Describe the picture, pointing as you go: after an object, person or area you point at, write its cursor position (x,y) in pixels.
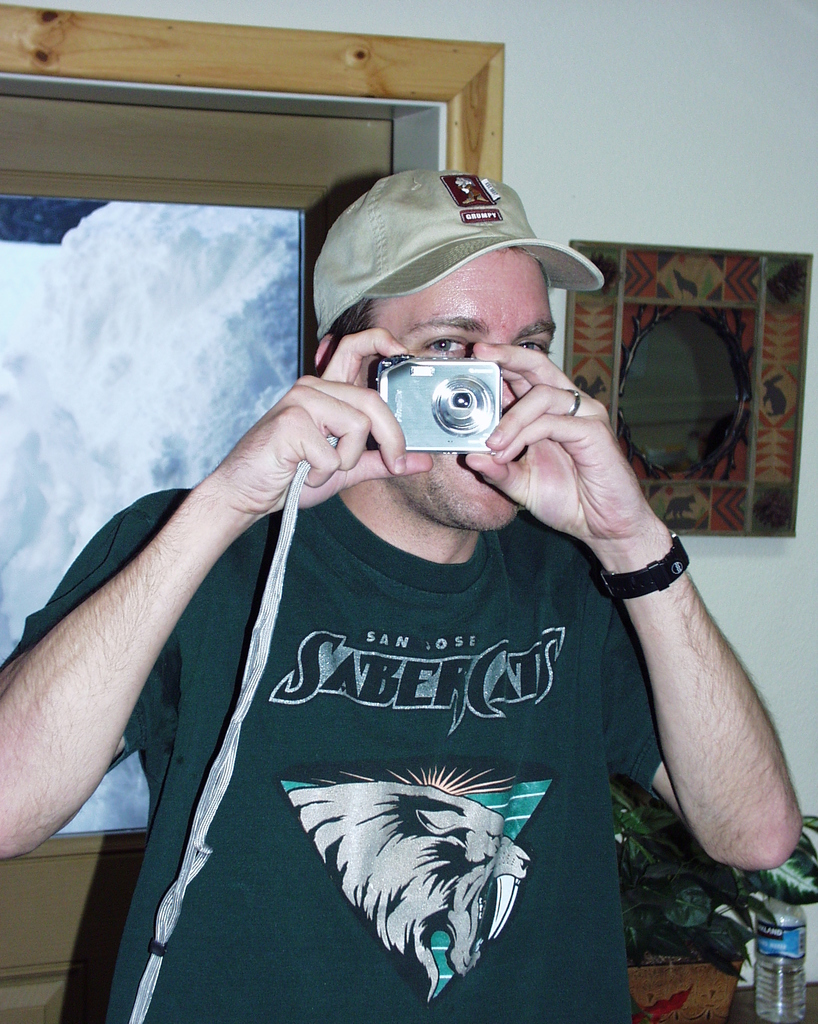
This picture seems to be clicked inside the room (442,737). In the foreground (474,698) we can see a man (416,749) wearing green color t-shirt (500,746), holding a camera (429,441), standing and seems to be taking pictures. In the background (679,85) we can see the wall (661,92), window (110,306) and an object (627,289) hanging on the wall (681,146) and through the window (149,336) we can see the snow (131,396). On the right corner (777,920) we can see the bottle (768,950) and the potted plant (669,962) and we can see some other items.
